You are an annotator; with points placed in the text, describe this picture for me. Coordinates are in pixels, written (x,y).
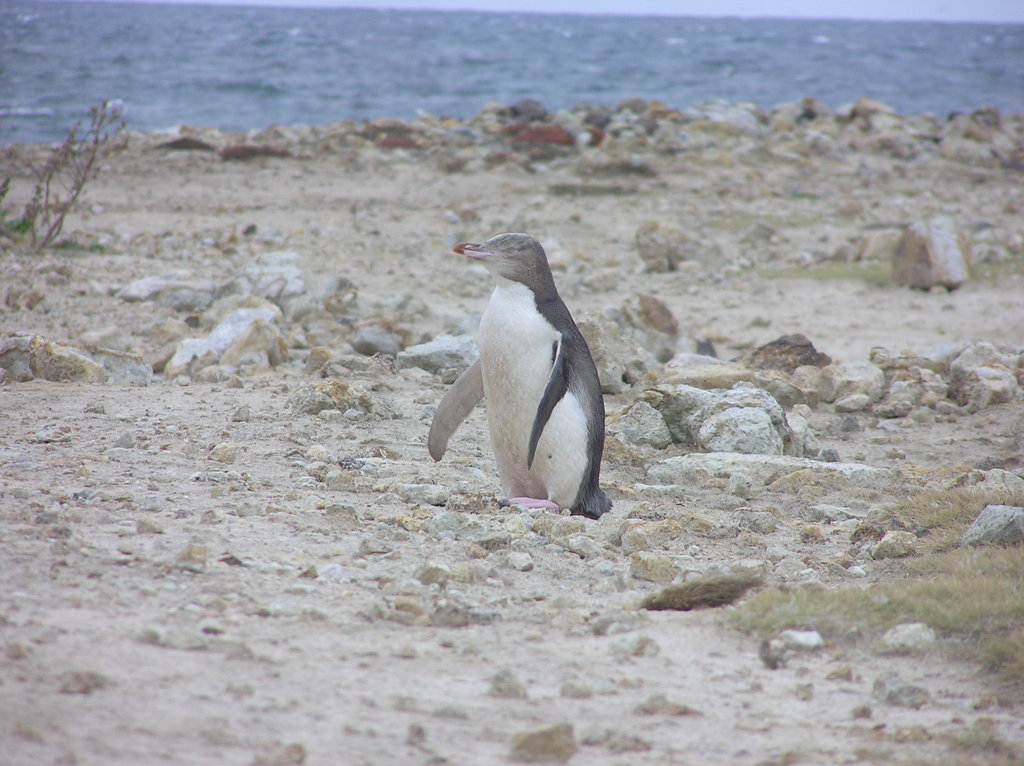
In this image we can see a penguin (494,348) standing on the ground (475,515). In the background (469,72) we can see stones (556,114) and water (341,60).
